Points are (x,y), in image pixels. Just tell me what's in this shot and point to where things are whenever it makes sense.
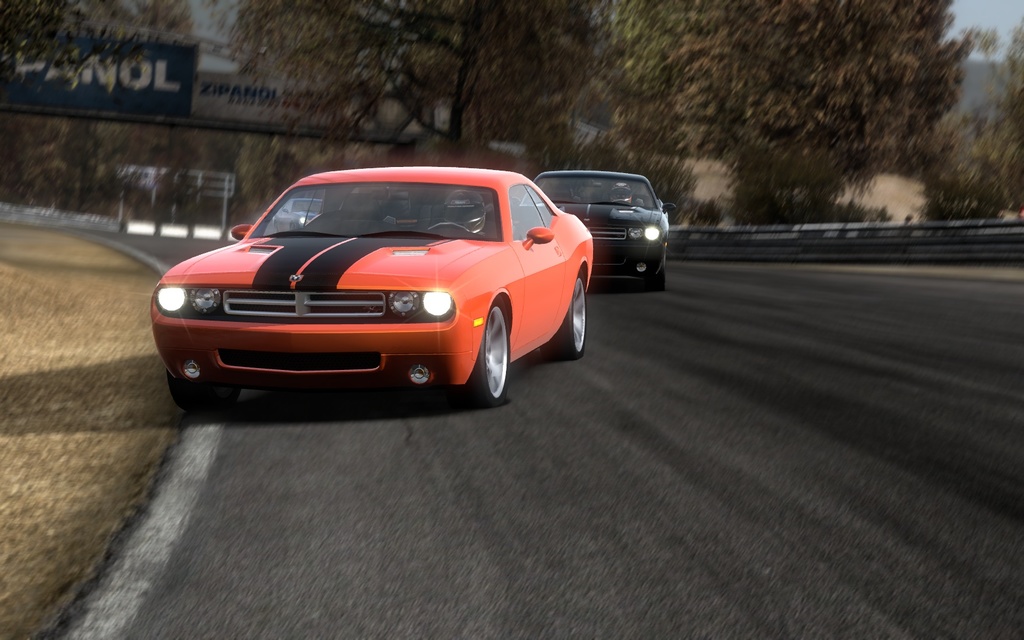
In this image I can see two vehicles (587,294) on the road (665,355). These vehicles (555,331) are in red and black color. To the side of the vehicle (399,301) I can see the railing (744,234). In the back (258,182) there is a board (185,86), many trees (357,111) and the sky (953,27).
